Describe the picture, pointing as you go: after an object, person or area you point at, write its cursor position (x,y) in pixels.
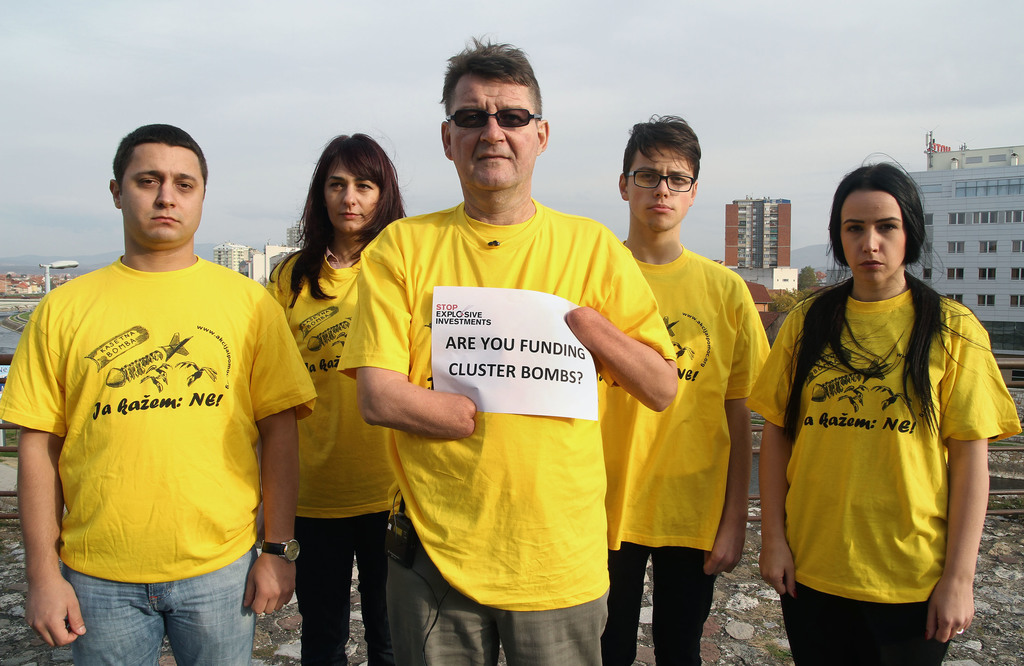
In this image I can see five persons (477,269) wearing yellow t shirts (428,323) and pants (409,590) are standing on the ground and I can see a person (429,413) is holding a white colored paper (542,356) between his arms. In the background (289,252) I can see few buildings (949,199), a mountain (791,263) and the sky (757,101).
